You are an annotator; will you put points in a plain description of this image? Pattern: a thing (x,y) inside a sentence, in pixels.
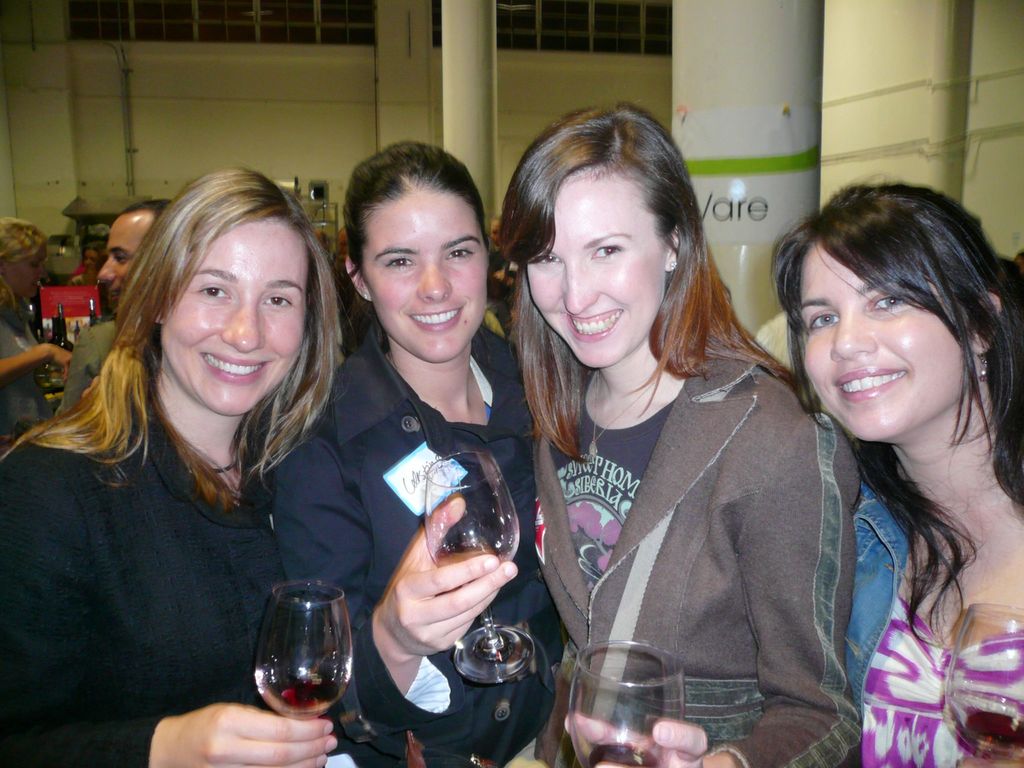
Four women (169,312) are posing to camera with wine glass (483,527) in their hand (413,584). There are some people (11,294) in their background (18,313).
